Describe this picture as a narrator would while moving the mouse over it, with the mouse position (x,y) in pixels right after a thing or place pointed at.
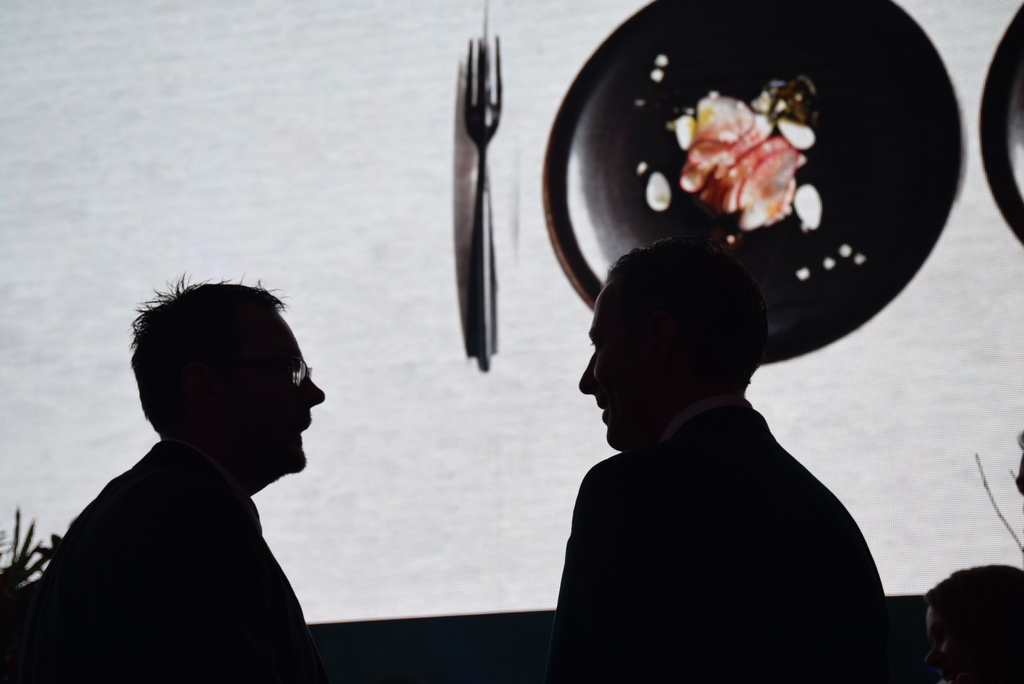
In this image we can see some plants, two people (199,534) standing, one woman (1002,579) sitting near the wall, one fork (479,196) and two plates (1011,137) shown on the screen (493,171).
